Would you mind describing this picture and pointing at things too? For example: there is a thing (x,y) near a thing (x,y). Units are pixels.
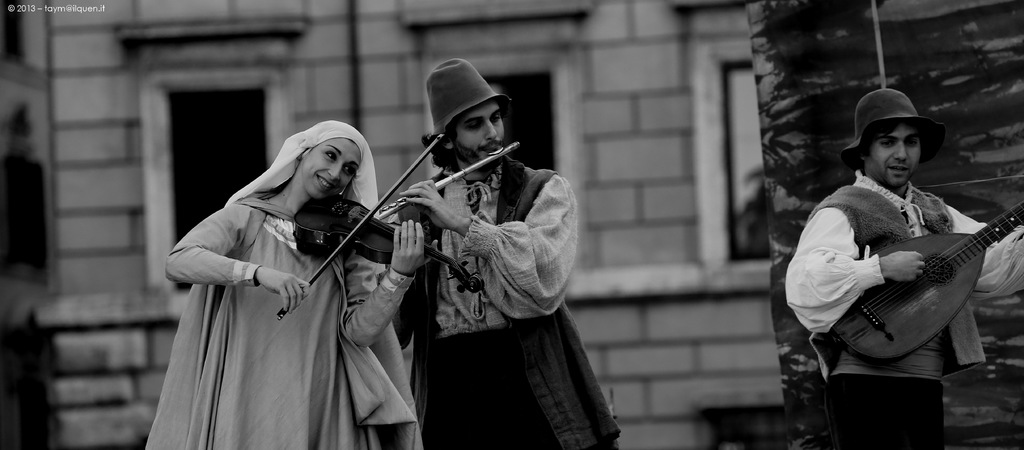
In the image we can see there are people (881,264) who are standing and holding musical instruments (971,270) in their hand (397,232) and the image is in black and white colour.
